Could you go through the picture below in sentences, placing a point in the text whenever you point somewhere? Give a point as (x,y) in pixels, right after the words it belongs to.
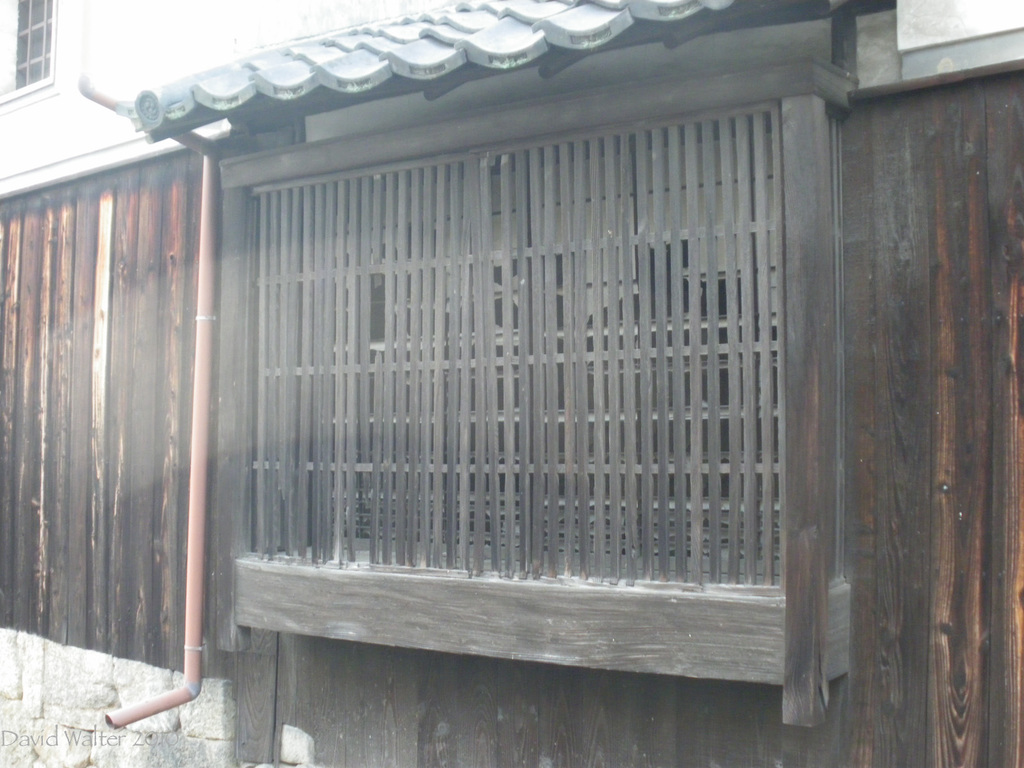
In this image we can see a building (185,286) with wooden window (374,399). There is a pipe (156,707). There is a wooden wall (185,358).
